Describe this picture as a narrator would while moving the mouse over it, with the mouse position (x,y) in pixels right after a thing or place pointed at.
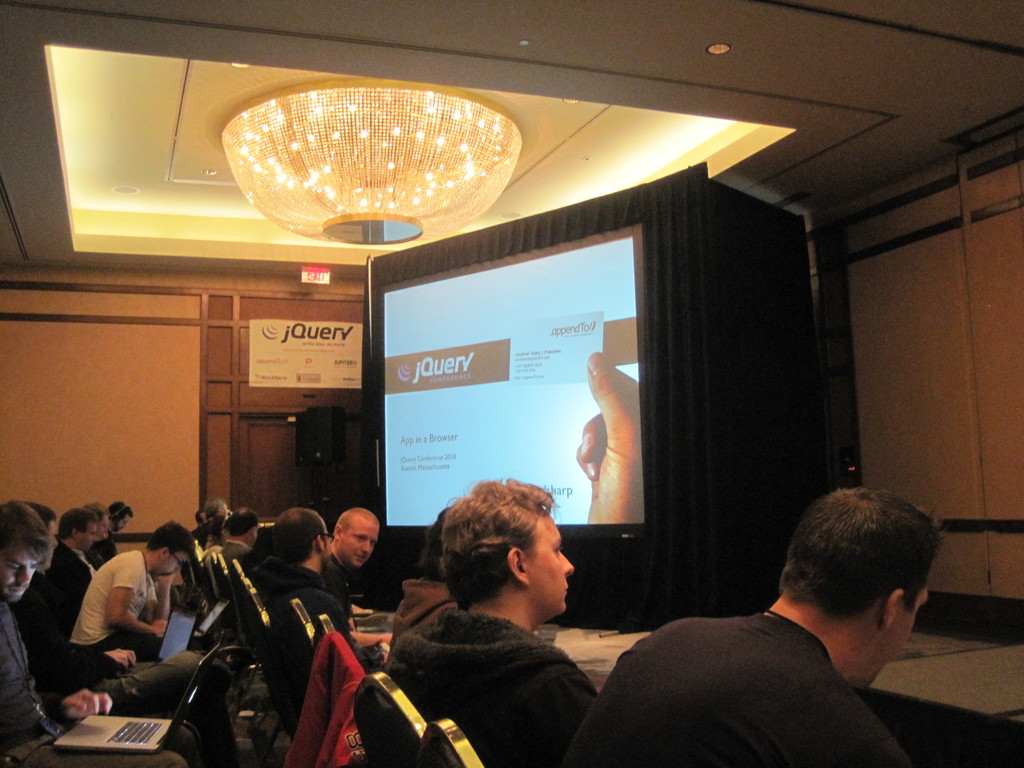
In this image we can see many people (111,614) sitting on chairs (251,580). Some are holding laptops (187,620). In the back (495,303) there is a screen (407,373). On the ceiling (190,170) there is a chandelier (300,200). In the back (327,350) there is a poster (256,380) with something written. Also there is a speaker (313,449).
